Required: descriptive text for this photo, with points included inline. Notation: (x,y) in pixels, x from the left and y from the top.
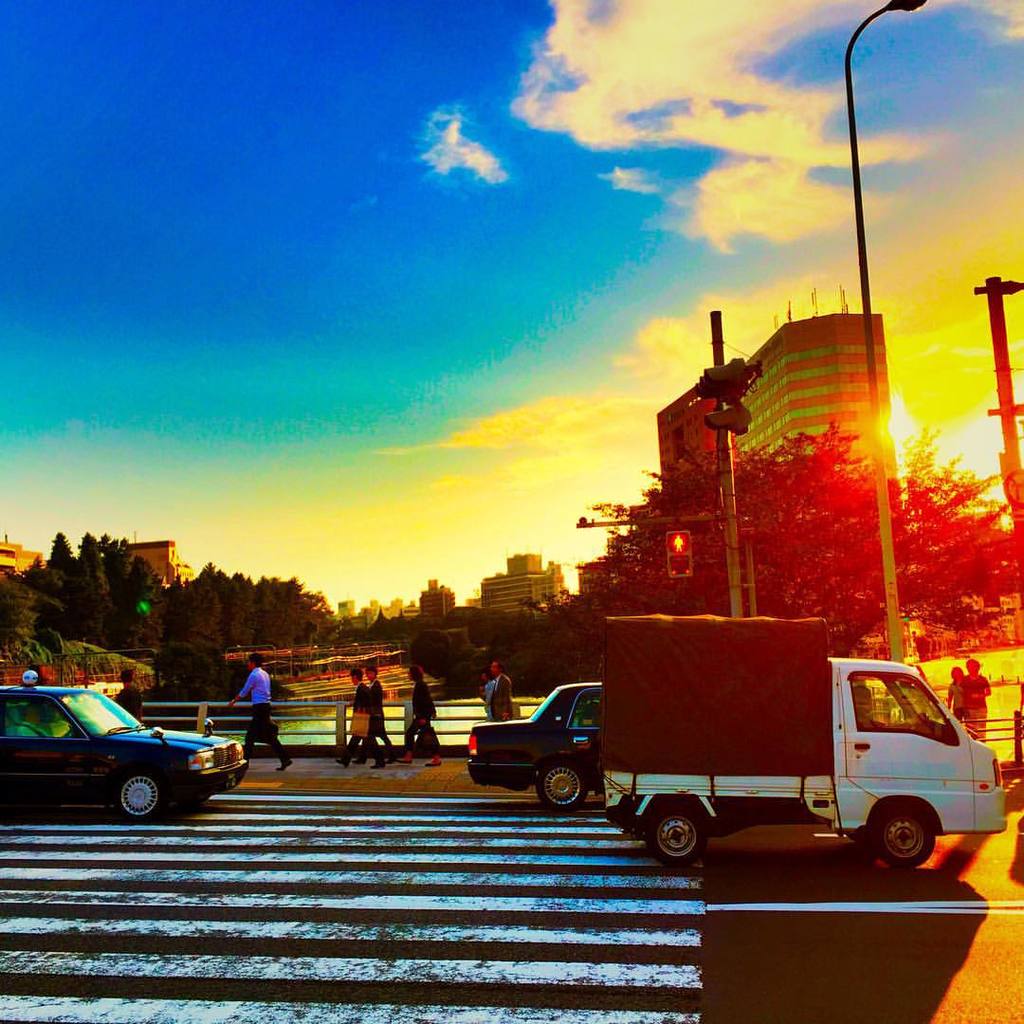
The image is taken outside a city (484,835). In the foreground of the picture (653,757) there are vehicles (697,767), road (710,950), people (130,713), walking on the footpath (367,768) and railing (282,701). In the middle of the picture (673,510) there are trees (738,490), signal light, current pole (1004,448), street light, water body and buildings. In the background (489,274) there is sky (921,236). On the right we can see sun (921,414) shining in the sky (905,435).
